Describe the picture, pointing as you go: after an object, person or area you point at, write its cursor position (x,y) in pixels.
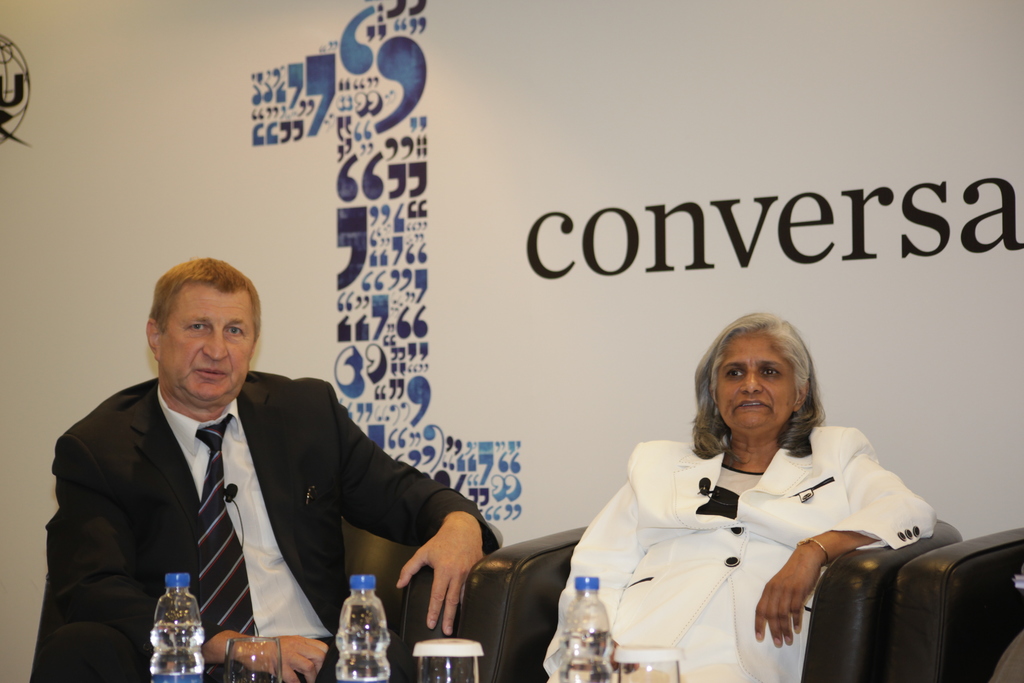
In this picture we can see a man (254,493) and woman (700,528), they are seated on the seater sofas (425,587), in front of them we can find few bottles (170,635) and glasses (463,665).
